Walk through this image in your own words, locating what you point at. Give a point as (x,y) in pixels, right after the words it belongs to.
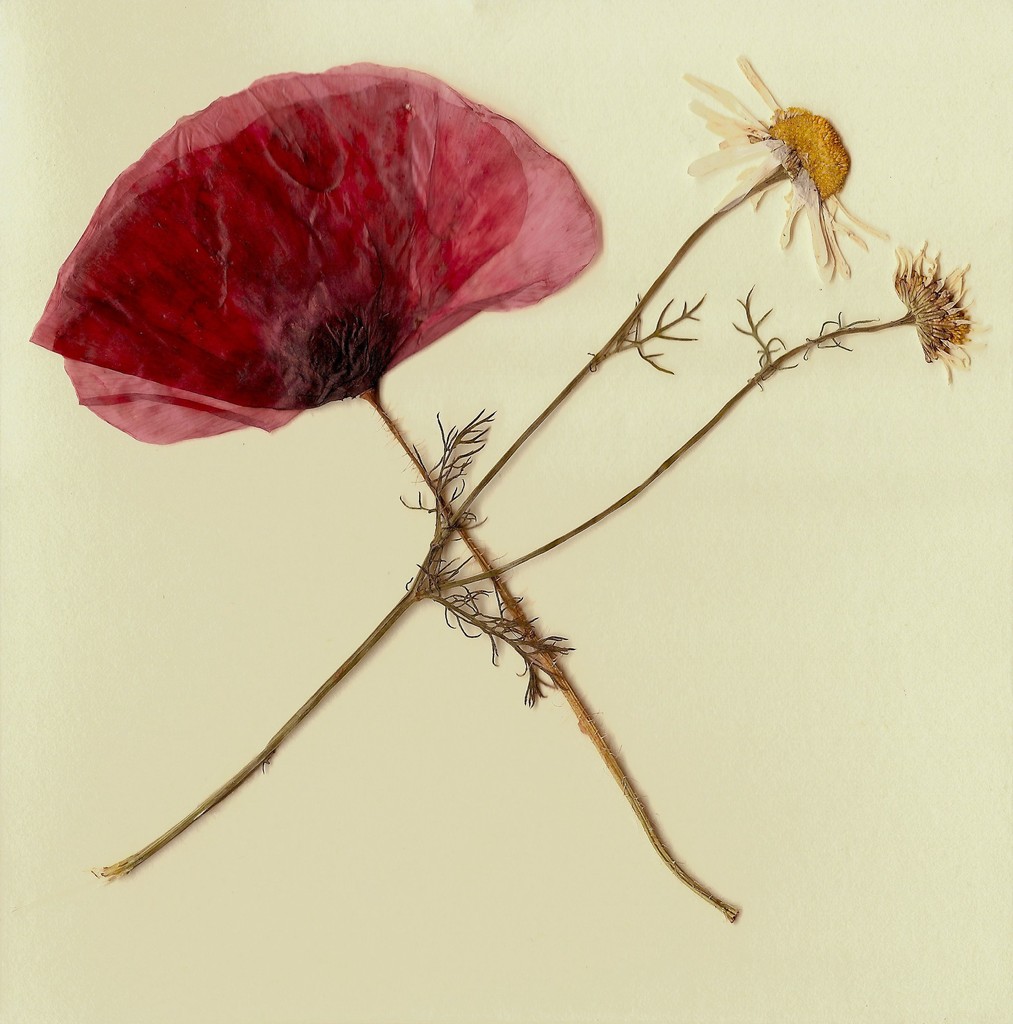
In this image in the center (672,458) there are flowers (600,752) on the paper (562,420).
